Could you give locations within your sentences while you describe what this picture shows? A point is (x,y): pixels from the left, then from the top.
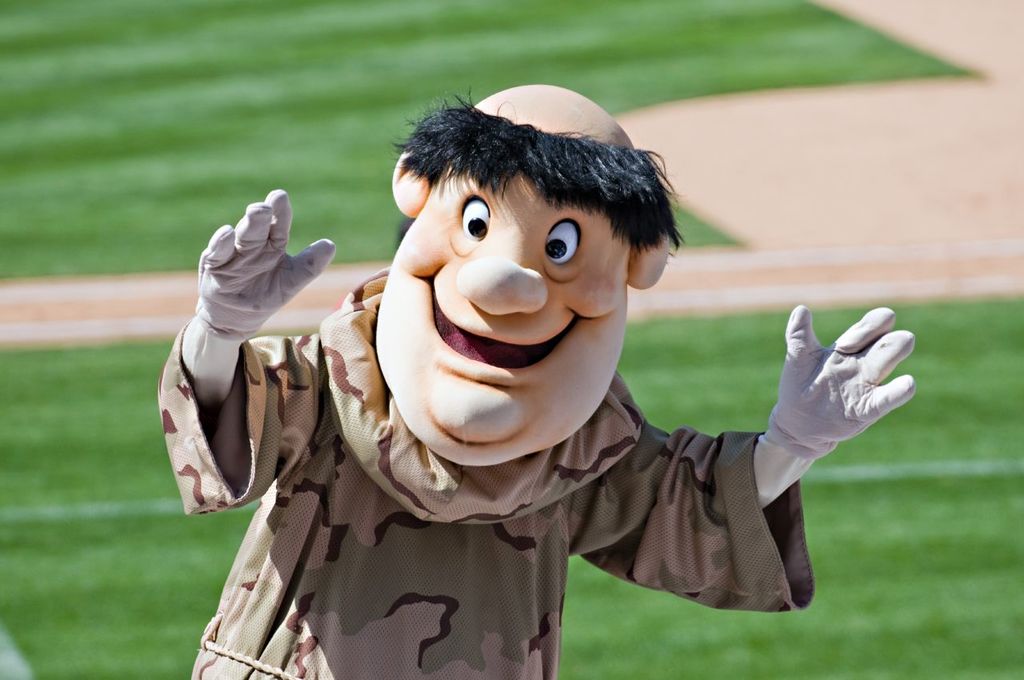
In this image I can see the person (569,360) is wearing different color costume (495,407). Back I can see the green grass (973,467).
